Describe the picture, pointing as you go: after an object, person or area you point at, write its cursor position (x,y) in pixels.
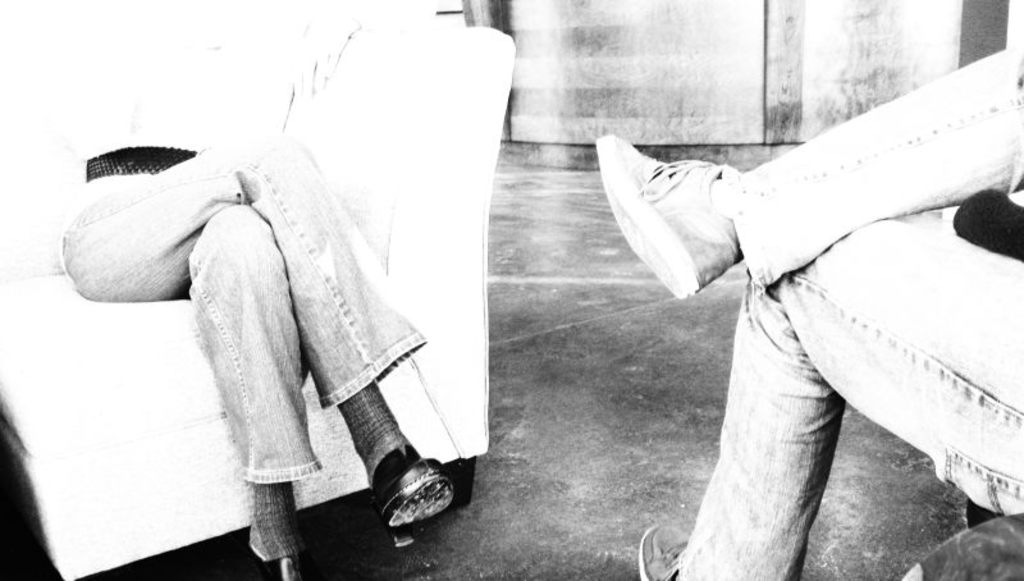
It looks like a black and white picture. We can see there are two people (293,274) sitting on chairs (485,333) and behind the people (263,358) there are other things (692,94).
